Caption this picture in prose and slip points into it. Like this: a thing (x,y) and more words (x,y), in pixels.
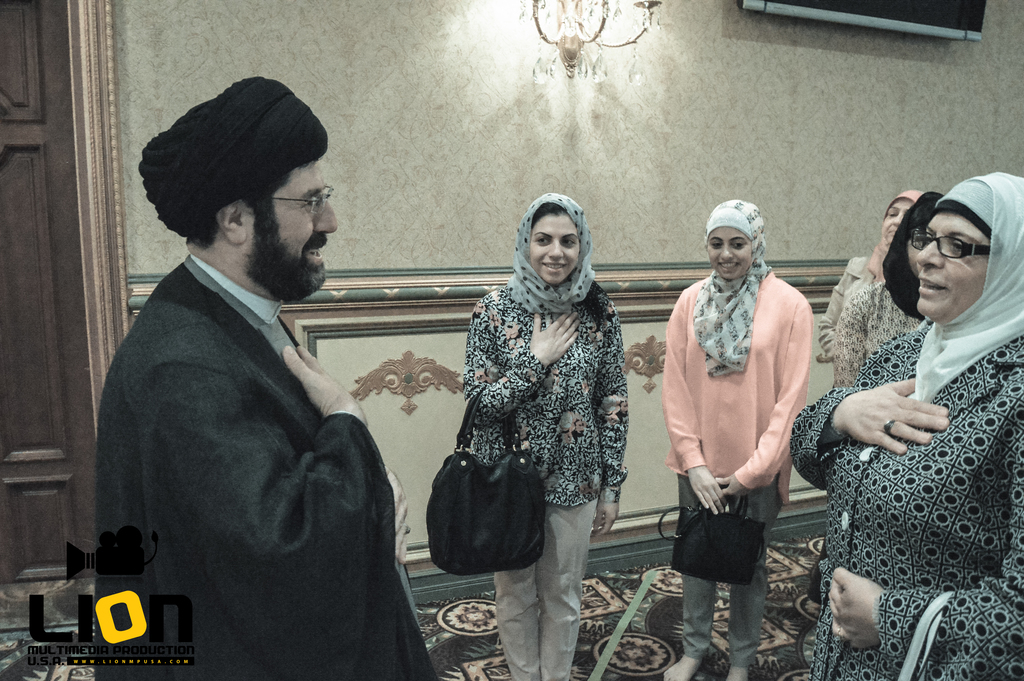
In this image I can see six persons (555,302) are standing on the floor (800,539), logo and bags (453,557). In the background (635,404) I can see a wall (485,229), door (1,166), chandelier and a screen (937,11). This image is taken may be in a hall (424,382).
